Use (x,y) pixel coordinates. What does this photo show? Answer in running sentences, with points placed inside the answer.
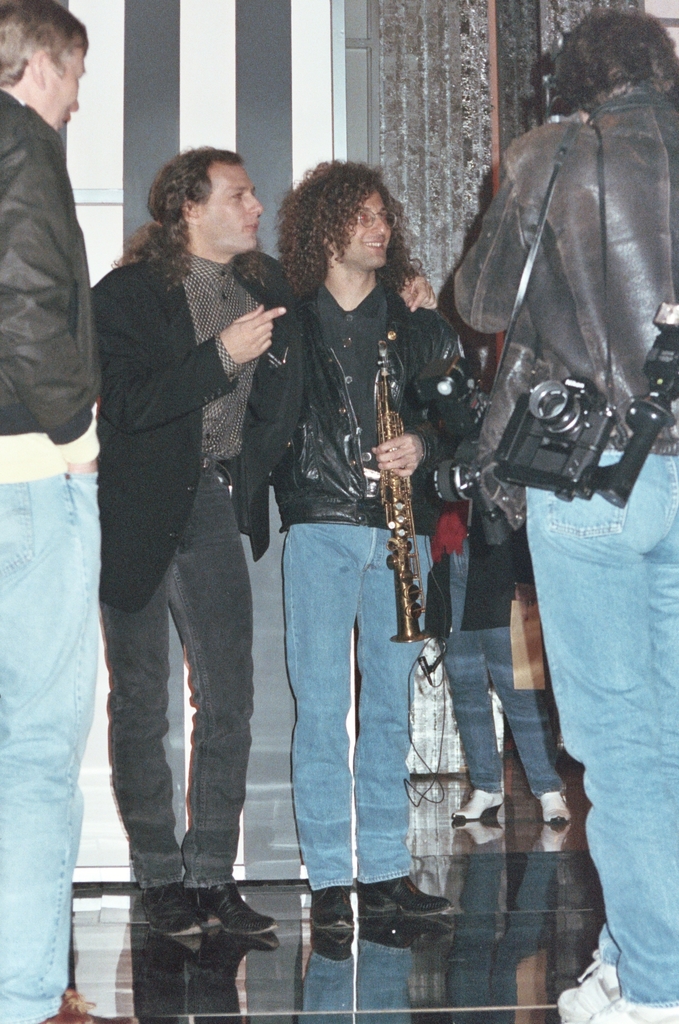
In the image we can see there are people (250,476) standing, wearing clothes (160,624), shoes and some of them are carrying objects (514,471). Here we can see the floor (490,943) and the musical instrument (399,563).
